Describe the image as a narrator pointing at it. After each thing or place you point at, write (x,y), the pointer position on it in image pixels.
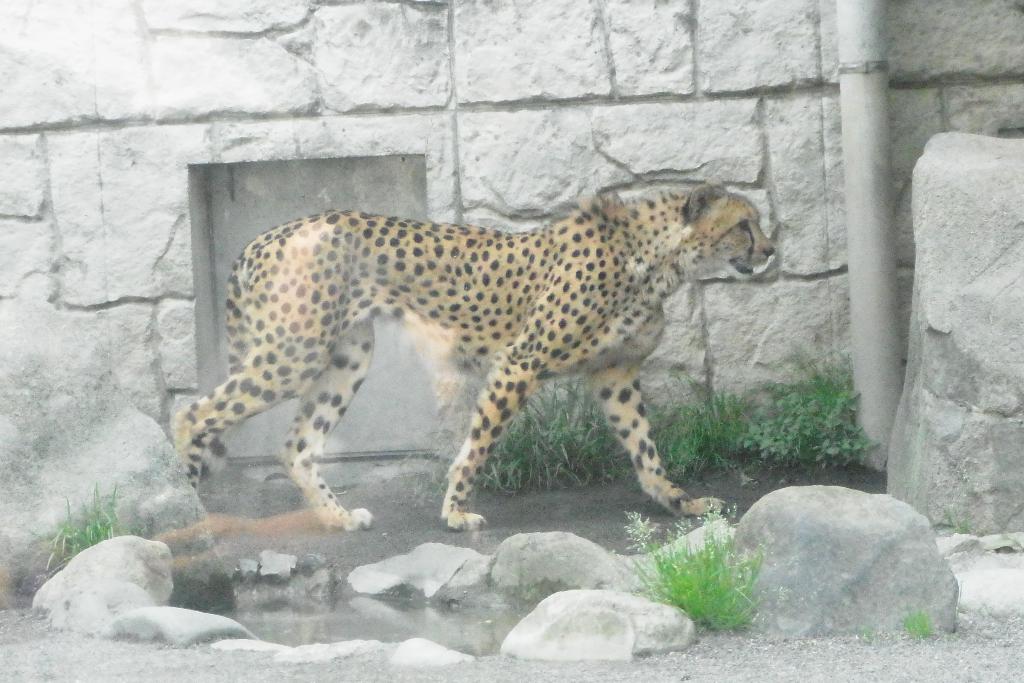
In the given image i can see a wall (53,110), animal (562,362), stones (594,579) and grass (642,548).
